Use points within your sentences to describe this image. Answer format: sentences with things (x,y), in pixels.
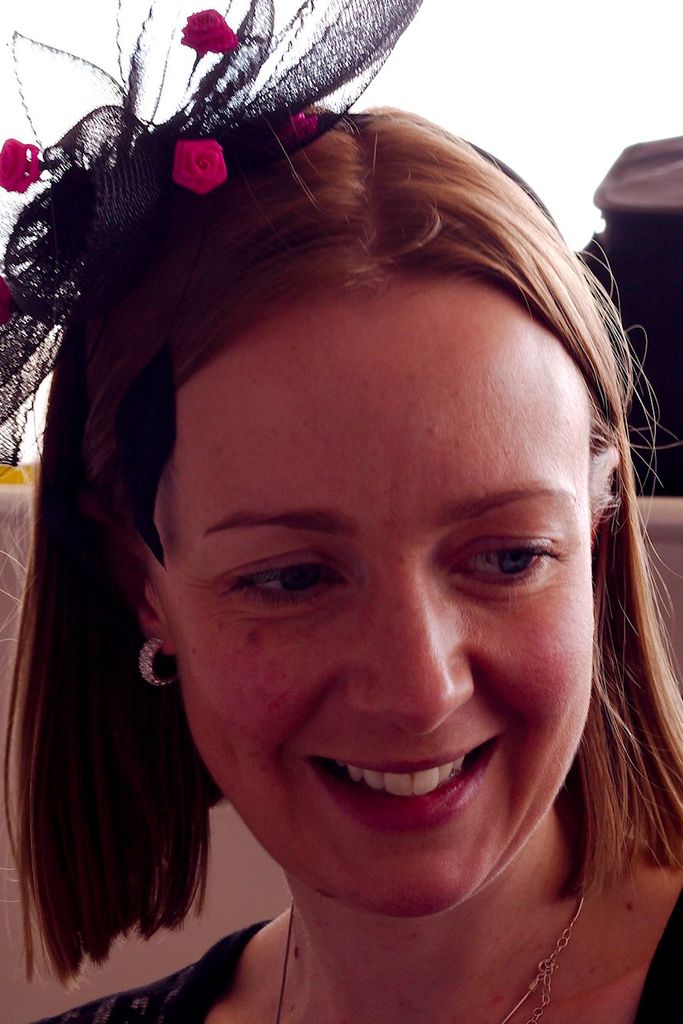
In this picture I can see there is a woman (487,952), she is looking at right side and she is wearing a black dress (189,967) and a black headband (229,171) with pink roses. The backdrop (591,159) is plain and there is a black color object (651,253) on to right (640,247).
